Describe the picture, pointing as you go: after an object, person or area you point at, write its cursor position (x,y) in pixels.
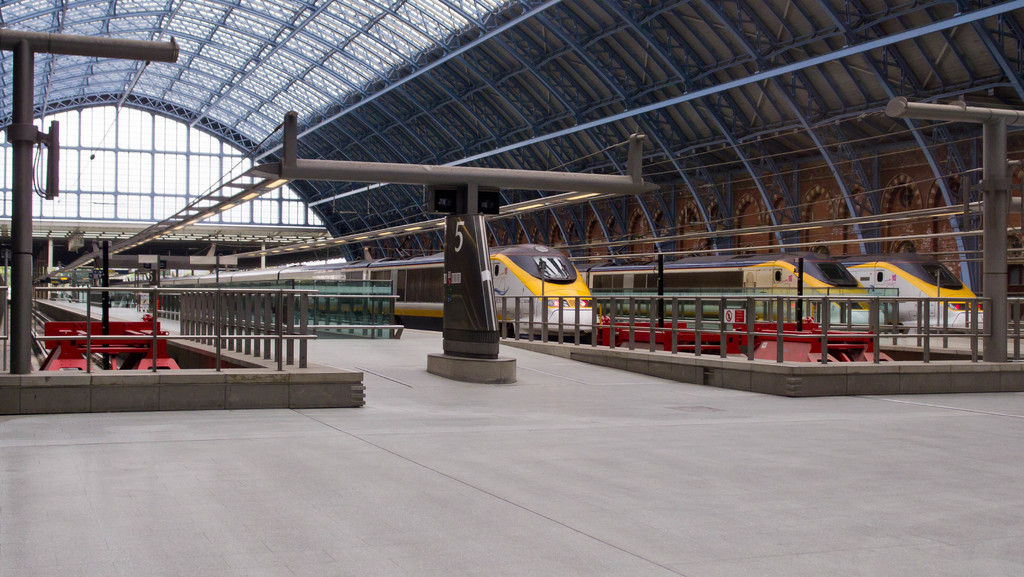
In this image we can see trains (538,276), iron grill (551,298), floor (549,367), poles (476,192), signal lights (450,208), sky (120,146) and shed (550,122).
